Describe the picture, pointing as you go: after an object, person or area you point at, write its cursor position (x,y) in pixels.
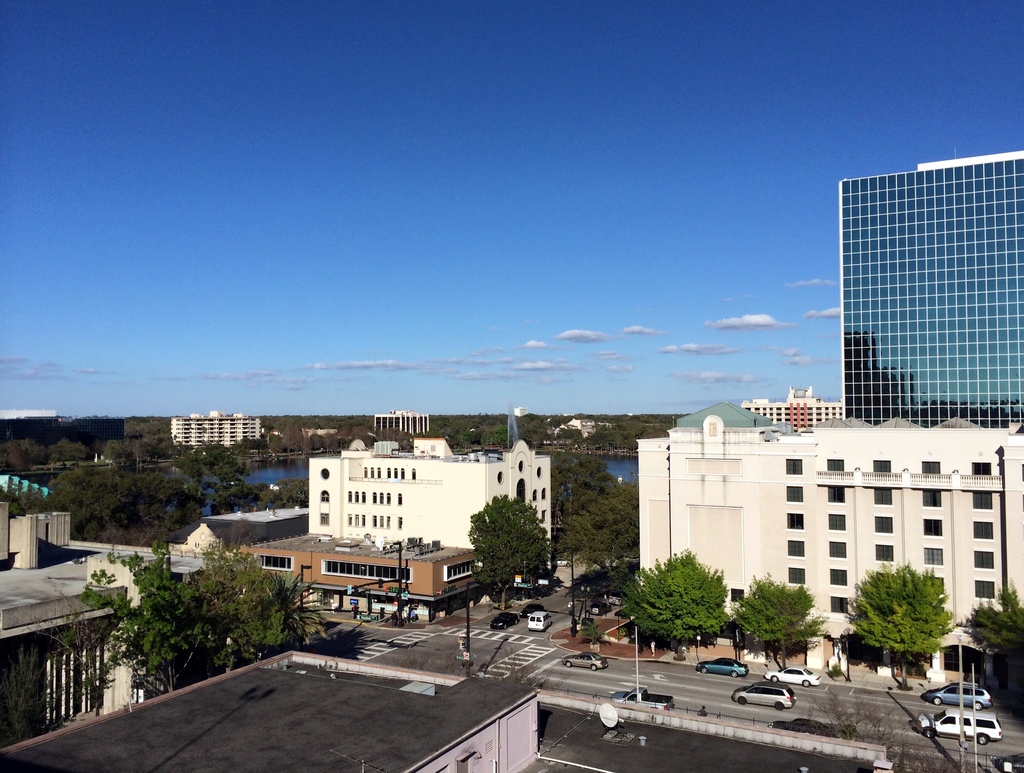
In this image I can see the roof (507,694) of few buildings (219,710), few trees (156,554), the road (504,643), few vehicles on the road (491,642), few poles (400,622) and few buildings (544,509). In the background (797,334) I can see the sky (563,285), few trees (116,537) and few buildings (861,313).
